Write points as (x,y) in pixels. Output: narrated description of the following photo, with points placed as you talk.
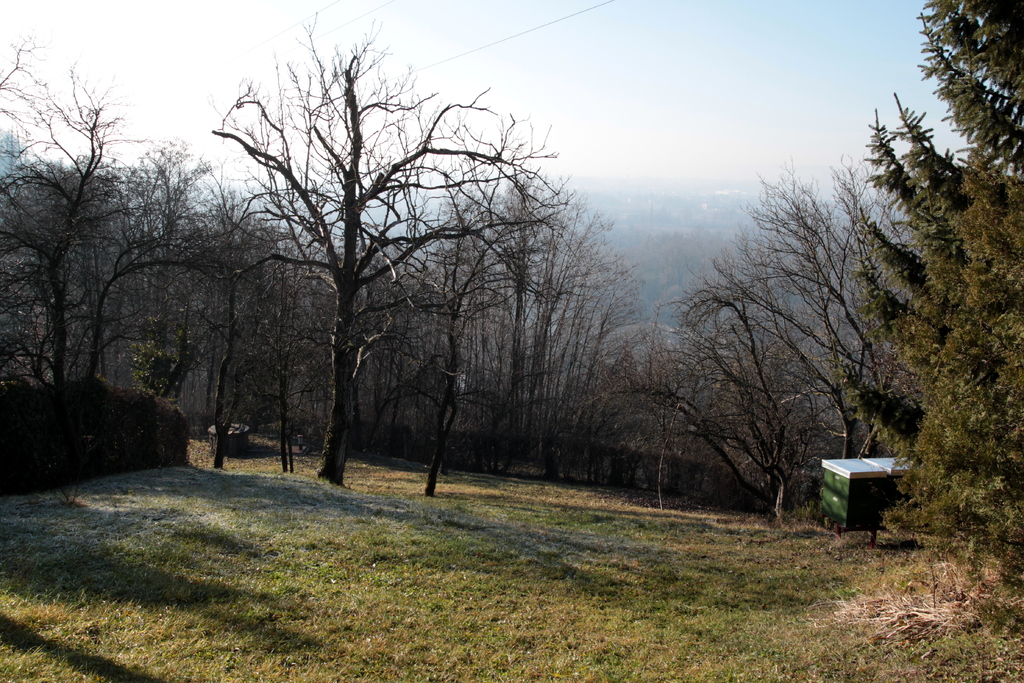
At the bottom of the picture (431,587), we see grass (613,587). On the right side (937,491), there are trees (937,491) and we see a green and white color box type (850,486). There are trees (435,285) in the background (586,342). At the top of the picture (594,121), we see the sky (455,98).
